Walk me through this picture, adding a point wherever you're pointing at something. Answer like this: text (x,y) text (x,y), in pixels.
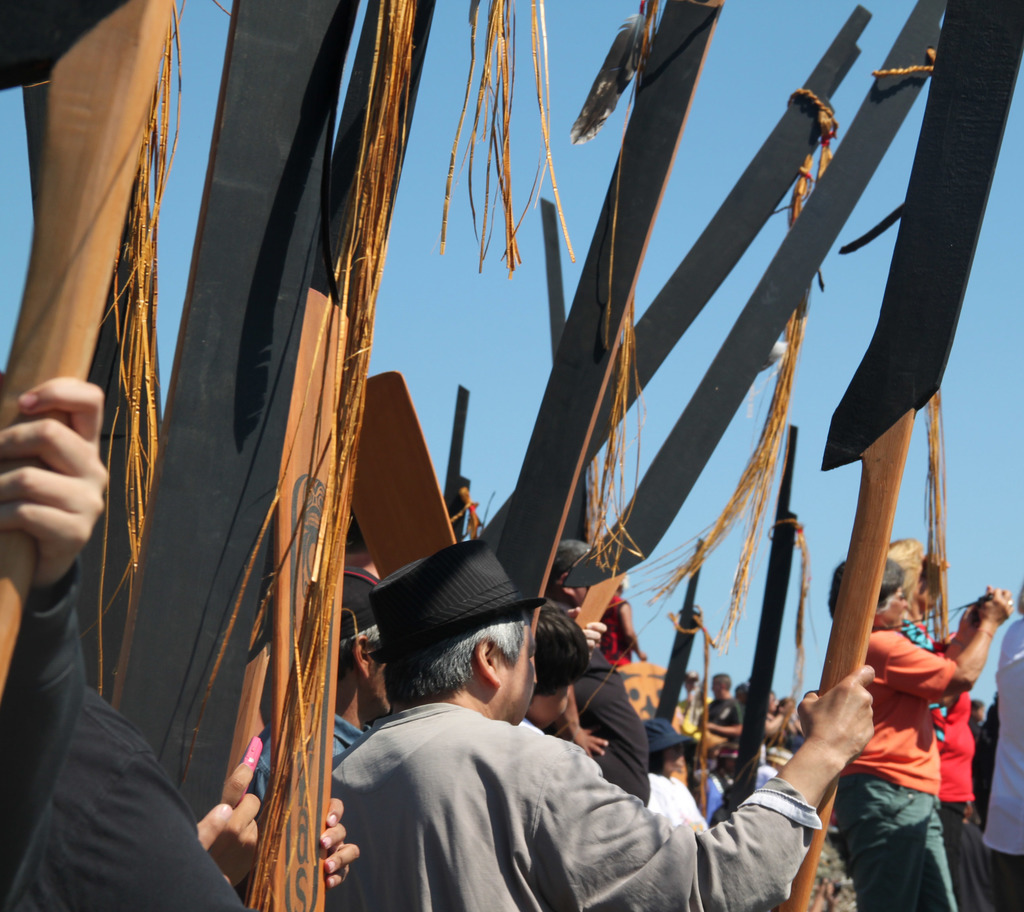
In this image we can see there are people (572,690) standing and holding wooden objects (930,380). We can see the sky (745,72) in the background (745,72).
